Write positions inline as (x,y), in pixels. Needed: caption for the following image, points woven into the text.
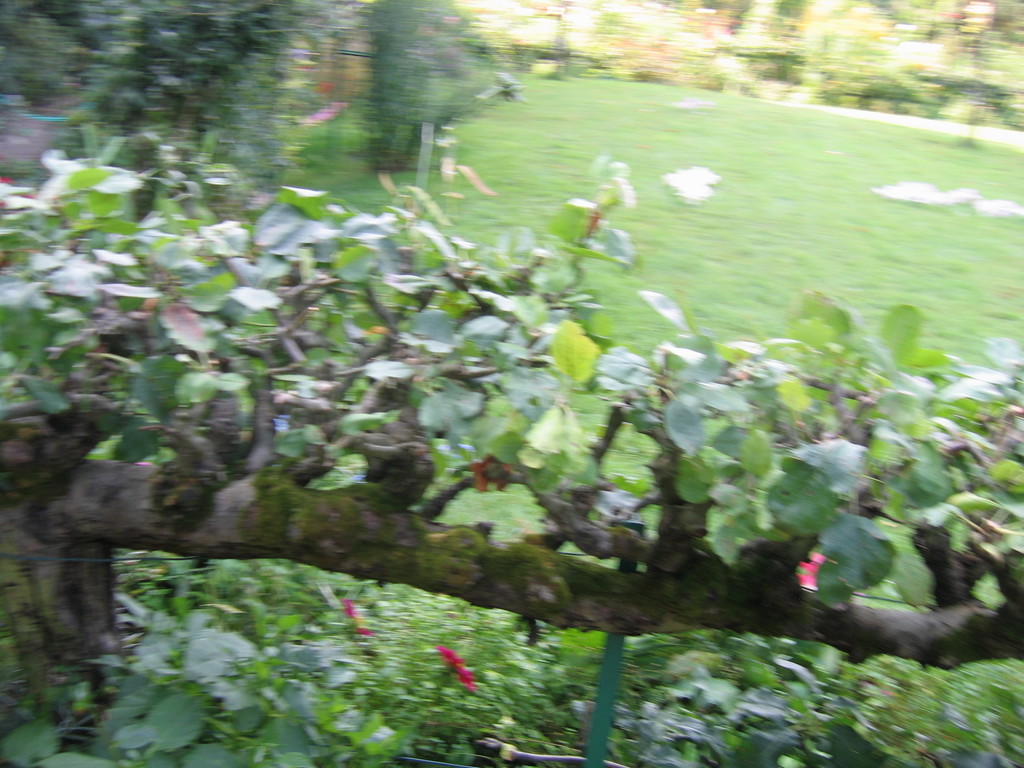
In this image there is green grass (797,258) in the background (873,163). There are green leaves (598,245) in the foreground (21,290). There are trees (311,16) in the left corner (133,64). And there are trees (293,20) in the background (721,14).
